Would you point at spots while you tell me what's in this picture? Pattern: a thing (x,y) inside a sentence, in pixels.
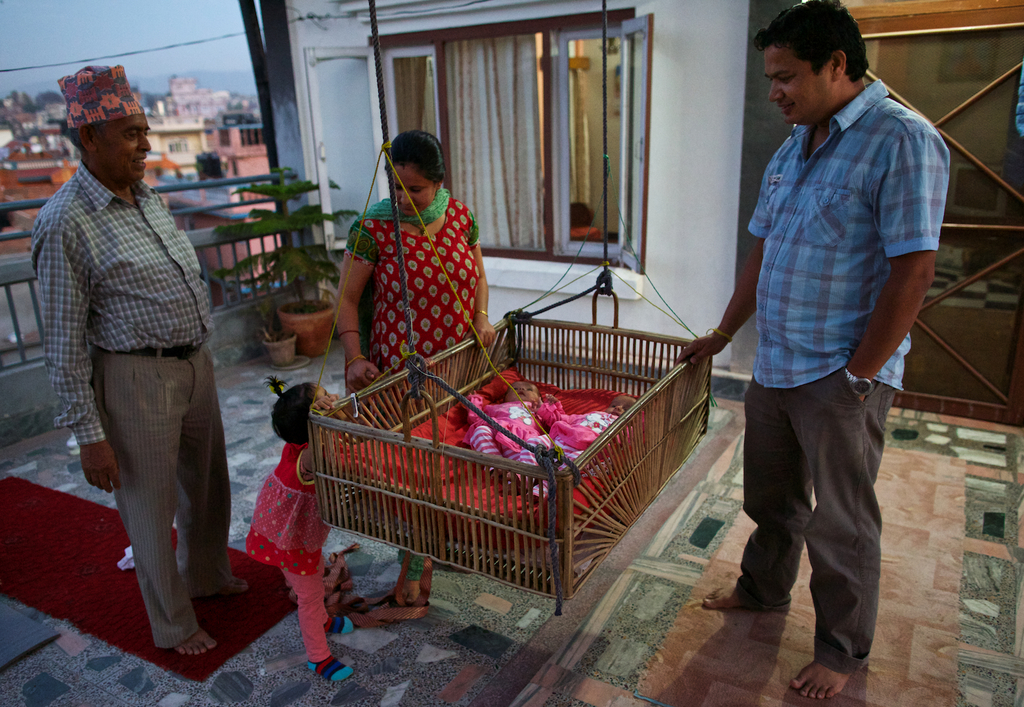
In this image we can see there are babies (522,400) in the baby bed (521,470). There are people (81,387). There is a curtain (504,132), windows (624,164) and a door (952,300). There is a carpet (62,589). There are house plants (281,335). In the background (135,72) we can see the sky (73,49).
